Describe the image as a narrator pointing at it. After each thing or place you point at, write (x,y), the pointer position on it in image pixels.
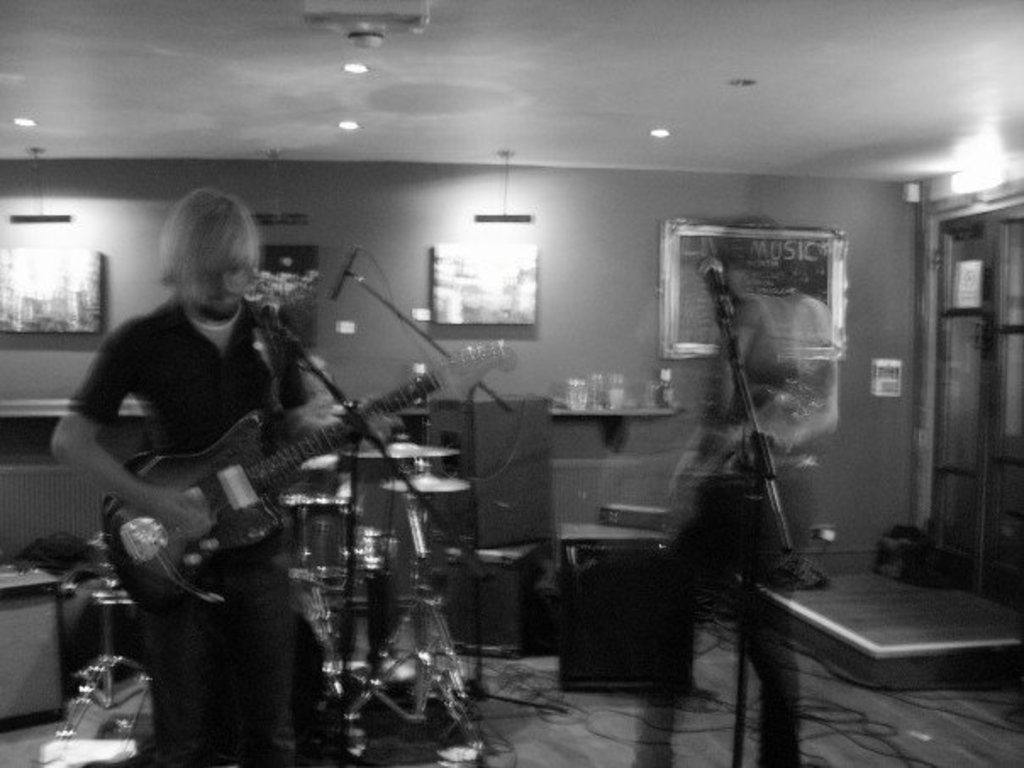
In this image there is a man (176,711) who is standing and playing the guitar (159,540) with his hand (180,524), there is mic (327,379) in front of him. At the background (390,443) there are drums (329,525) and musical plates (433,478) beside the man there is another person (767,353) who is standing in front of the mic (725,303). At the back side (498,287) there are photo frames (478,262) and glasses (617,379). At the bottom (572,628) there are speakers (620,603). At the right top corner (979,181) there's a light (962,182).
